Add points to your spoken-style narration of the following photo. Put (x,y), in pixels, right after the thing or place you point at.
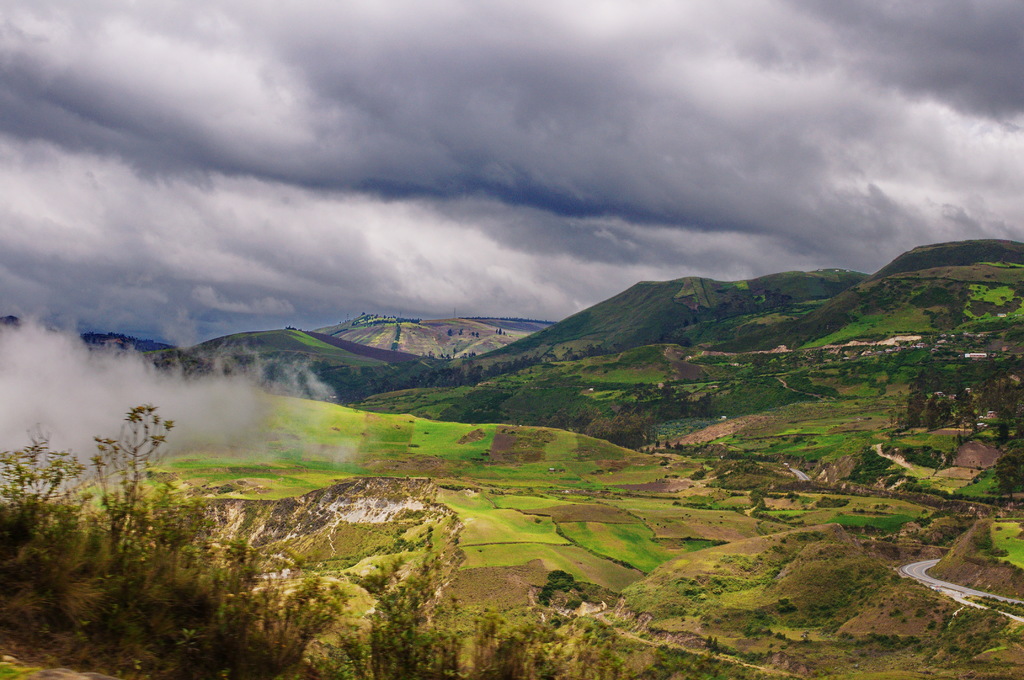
In the background (385,124) we can see clouds (692,54) in the sky (775,54). In this picture we can see hills (663,371), trees (233,594) and the thicket (99,606).
